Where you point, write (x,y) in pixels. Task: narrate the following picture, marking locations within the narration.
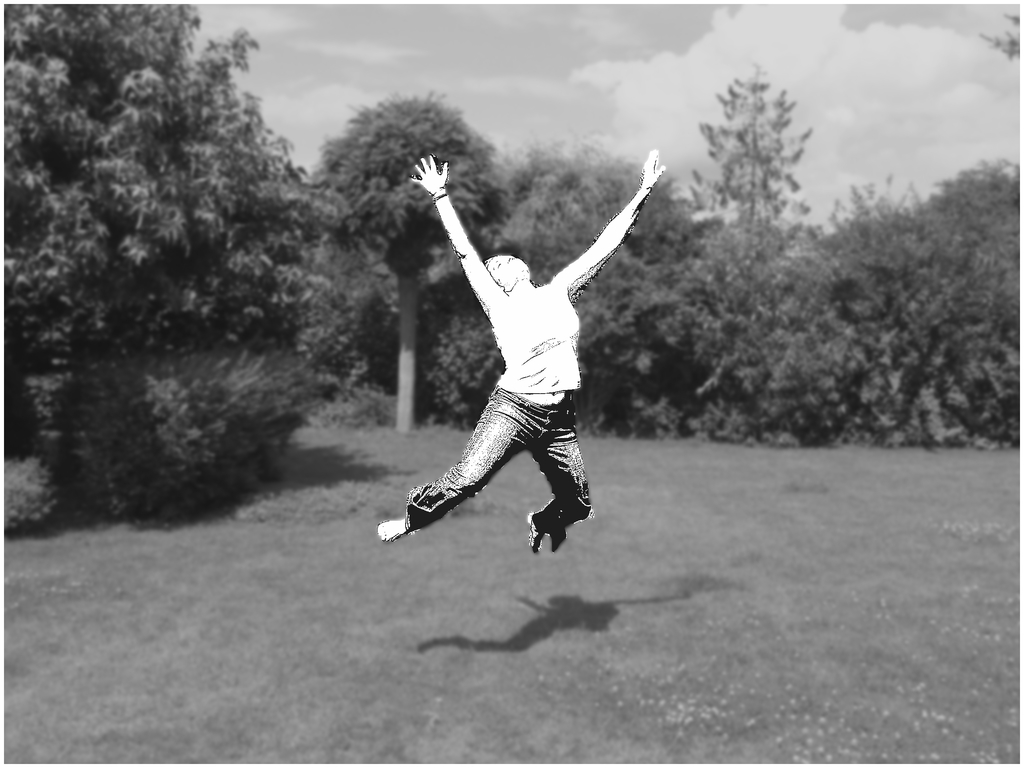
This is a black and white pic. In this image we can see a person (505,339) is in the air. In the background (289,224) there are trees (307,298) and grass (372,584) on the ground (555,610) and we can see clouds (607,71) in the sky (694,169).
